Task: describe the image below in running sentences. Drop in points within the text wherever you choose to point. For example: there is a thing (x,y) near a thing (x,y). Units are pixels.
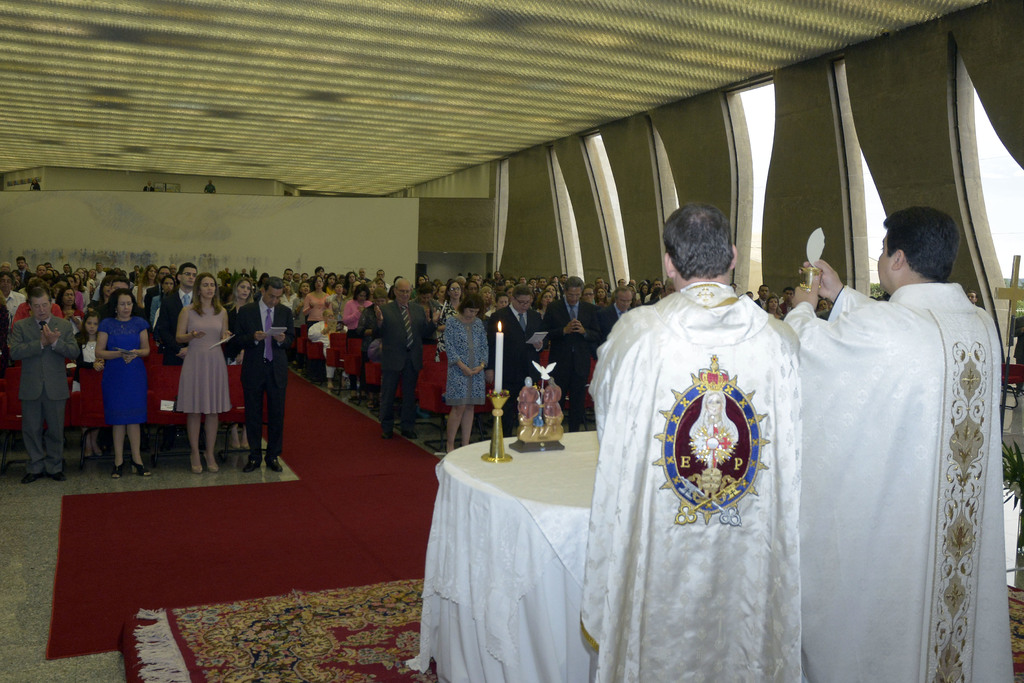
In this picture I can observe some people (237,316) standing on the land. On the right side (707,441) I can observe two men (642,477) standing in front of a table (517,531). There are men (281,389) and women (217,370) in this picture. In the background (235,236) I can observe wall (276,228).
